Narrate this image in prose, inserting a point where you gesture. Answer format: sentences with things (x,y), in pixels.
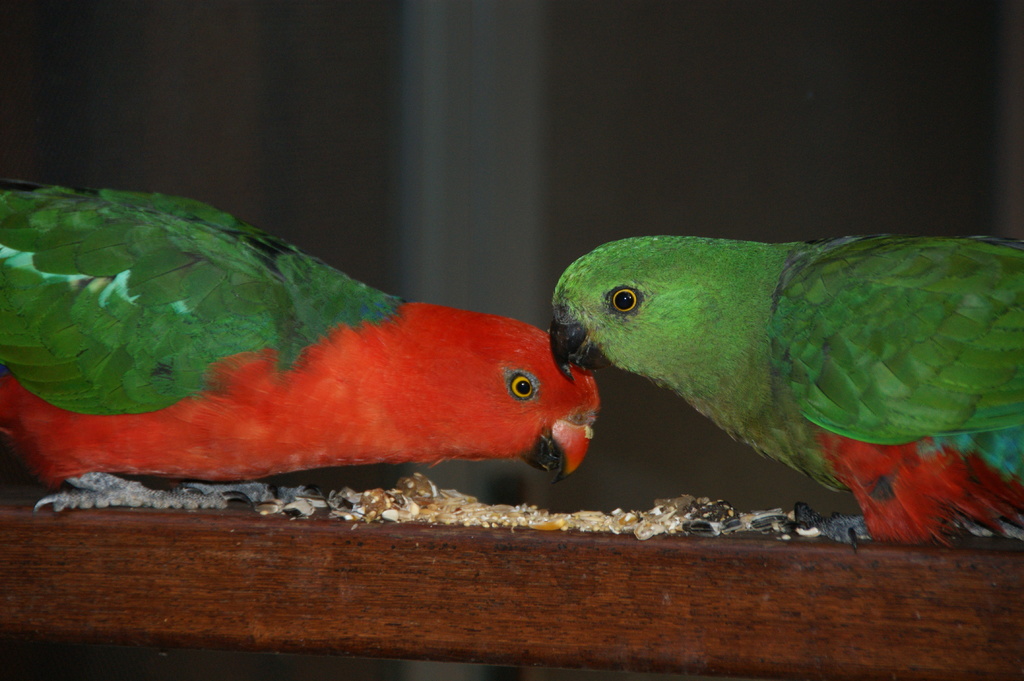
In the picture I can see two parrots (306,433) on the wooden block (640,581).
